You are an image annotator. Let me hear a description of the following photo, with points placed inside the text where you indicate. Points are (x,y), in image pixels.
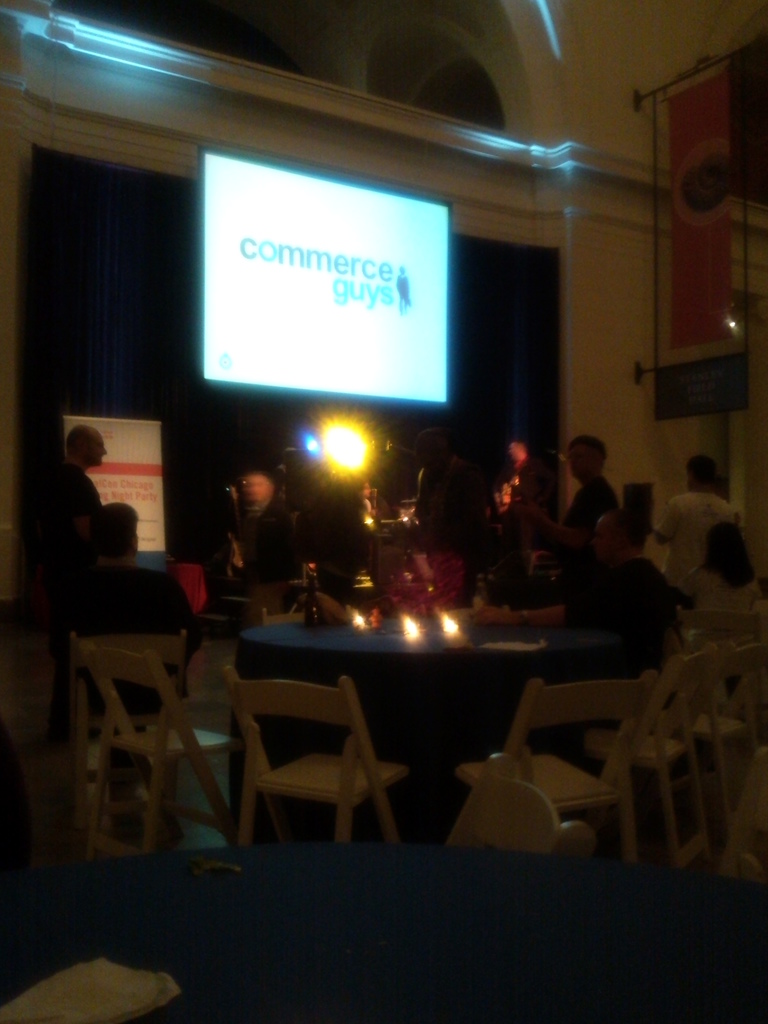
The picture seems to be clicked in a restaurant (515,242) and there is a meeting going on. there are dining tables (406,756) and chairs (383,791) and people (614,560) in front (621,570) stood.
